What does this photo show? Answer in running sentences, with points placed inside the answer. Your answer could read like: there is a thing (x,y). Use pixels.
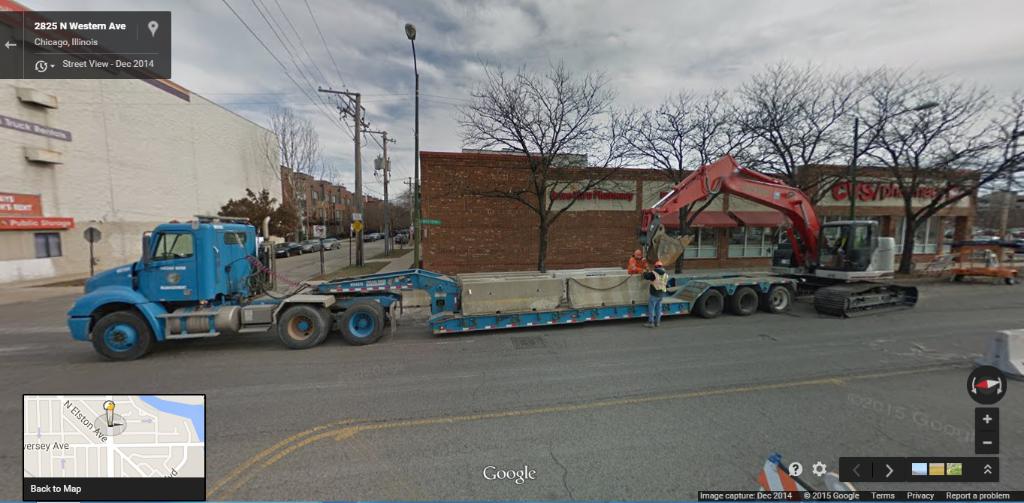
In this image, we can see the ground (701,389). We can see some people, vehicles (701,184). We can see some poles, wires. There are a few houses (16,179). We can see some boards (881,198) with text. We can see the sky (574,18) with clouds (565,29). There are a few trees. We can see some water marks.
